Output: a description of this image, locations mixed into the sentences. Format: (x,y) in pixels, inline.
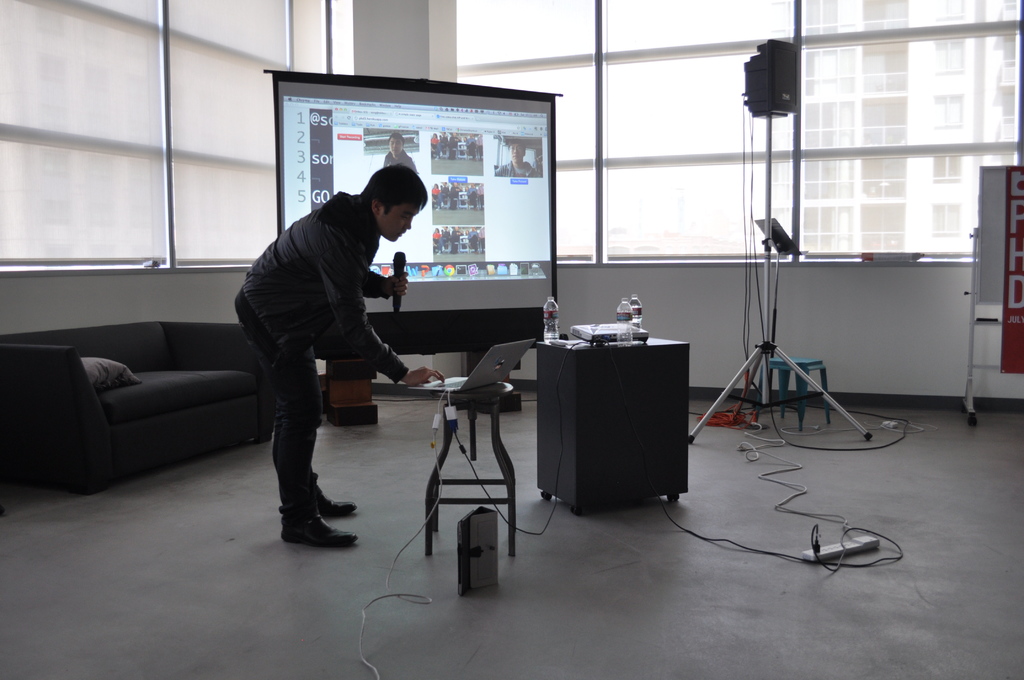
In this image I see a man (390,239) who is holding the mic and the other hand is on a laptop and it is on the stool (493,406), I can also there is a table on which there 3 bottles (629,302). In the background (555,278) I see the screen (428,348), windows (334,2) and the sofa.
